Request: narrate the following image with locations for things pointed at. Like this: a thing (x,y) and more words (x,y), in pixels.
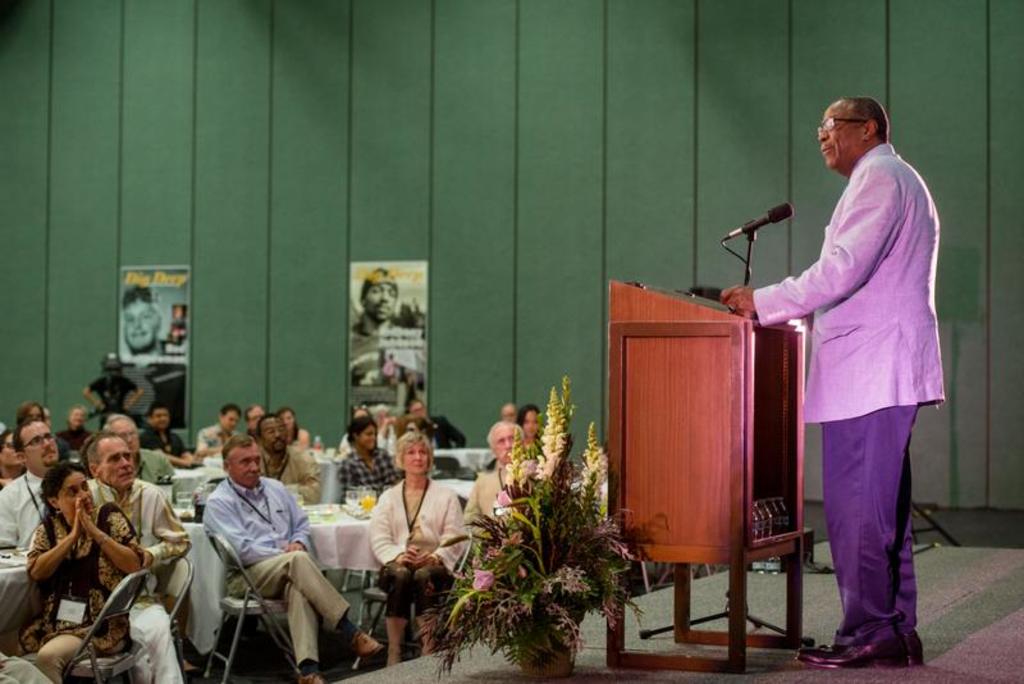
In the image there is a man (839,313) giving a speech and in front of the stage (1007,678) there are many people (243,451) sitting on the chairs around the tables (353,556) and in the background (400,4) there is a wall (388,183), on the wall (328,200) there are two posters (384,315).
